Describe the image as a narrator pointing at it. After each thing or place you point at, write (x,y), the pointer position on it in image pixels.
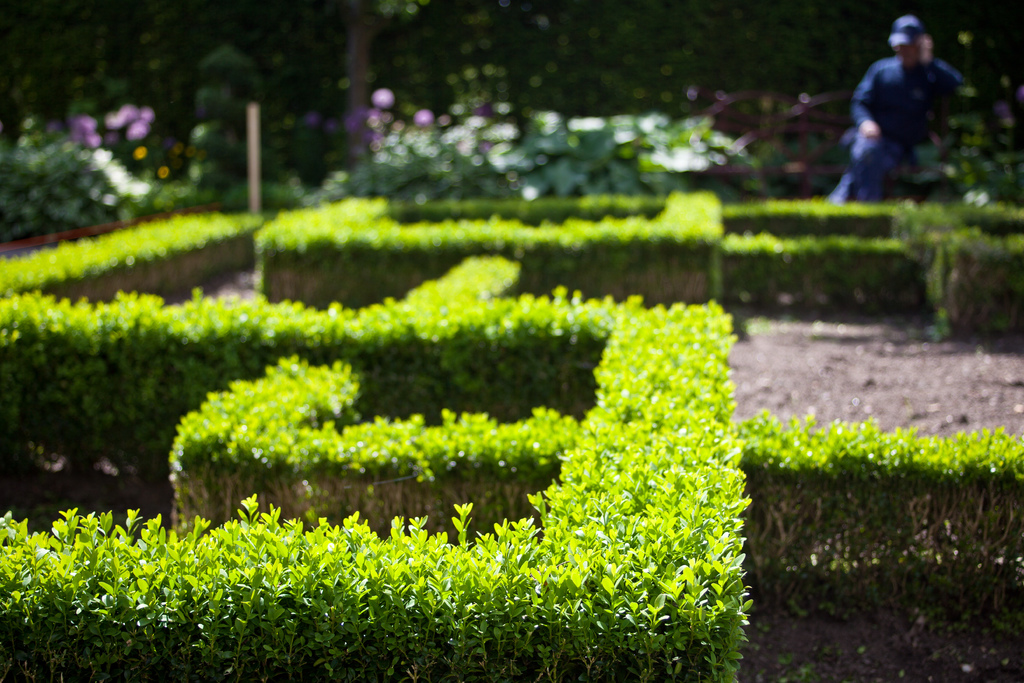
In the image there is a shaped plant garden (381,371) in the front (584,382), in the back (905,142) there is a man (896,107) sitting with plants (750,164) all over the land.
